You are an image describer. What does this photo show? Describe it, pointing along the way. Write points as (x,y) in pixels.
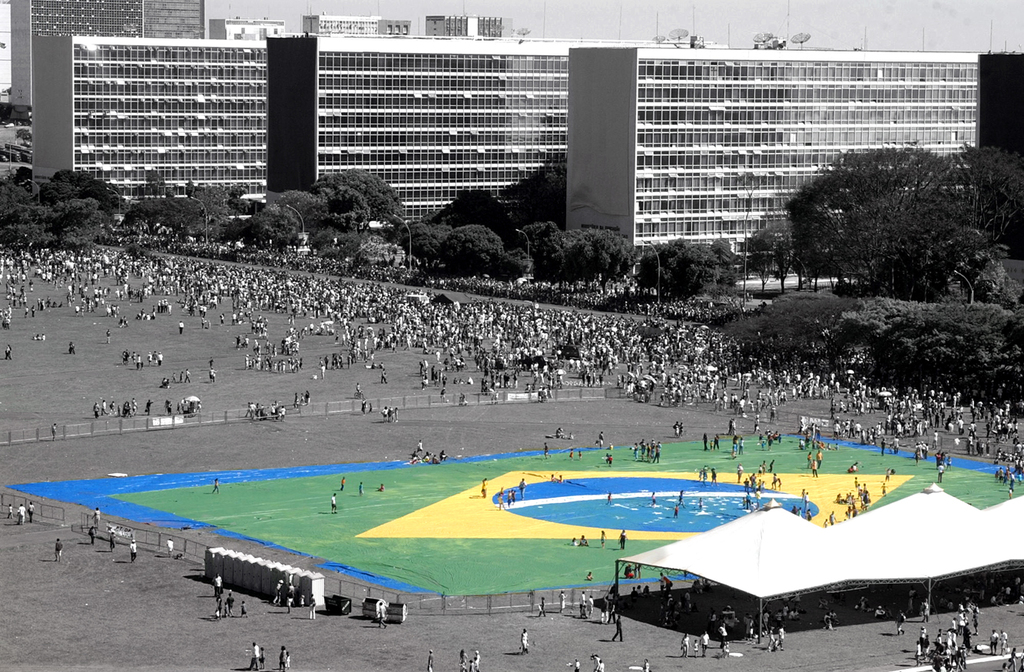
In this picture there are group of people (73,261) and there are buildings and trees (562,260) and street lights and there are tents (907,522). At the top (701,18) there is sky (726,30). At the bottom (453,490) there is ground (221,393) and there is a railing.
